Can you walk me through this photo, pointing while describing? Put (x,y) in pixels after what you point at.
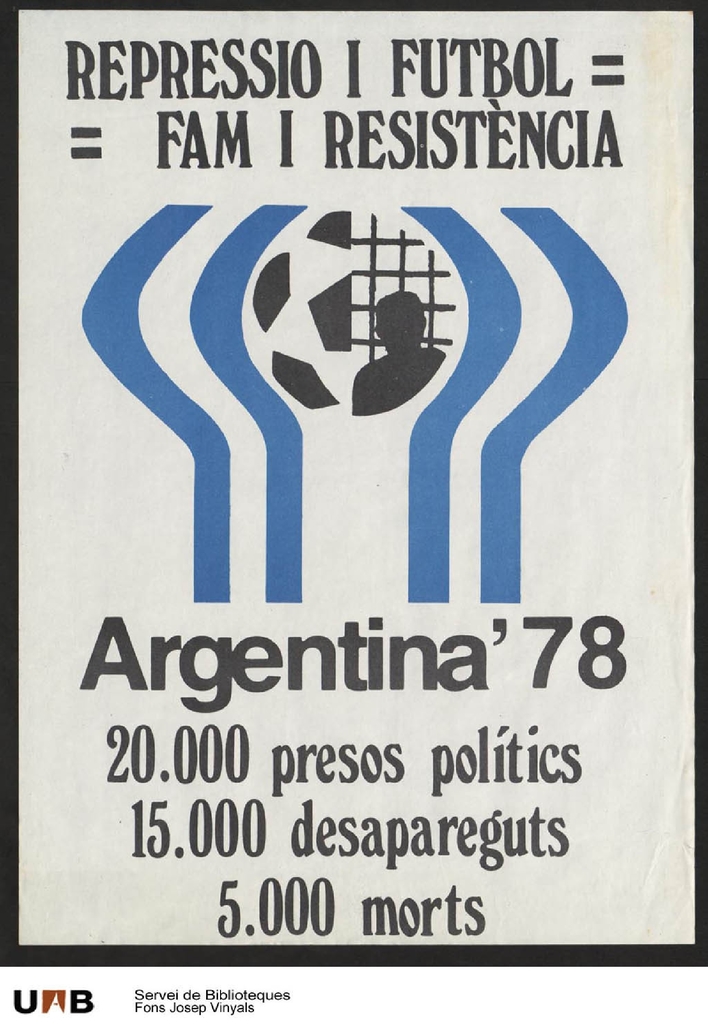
This picture contains a poster (260,576). We see some text (143,691) written on the poster (331,582) in black color. In the background (341,563), it is white in color.
